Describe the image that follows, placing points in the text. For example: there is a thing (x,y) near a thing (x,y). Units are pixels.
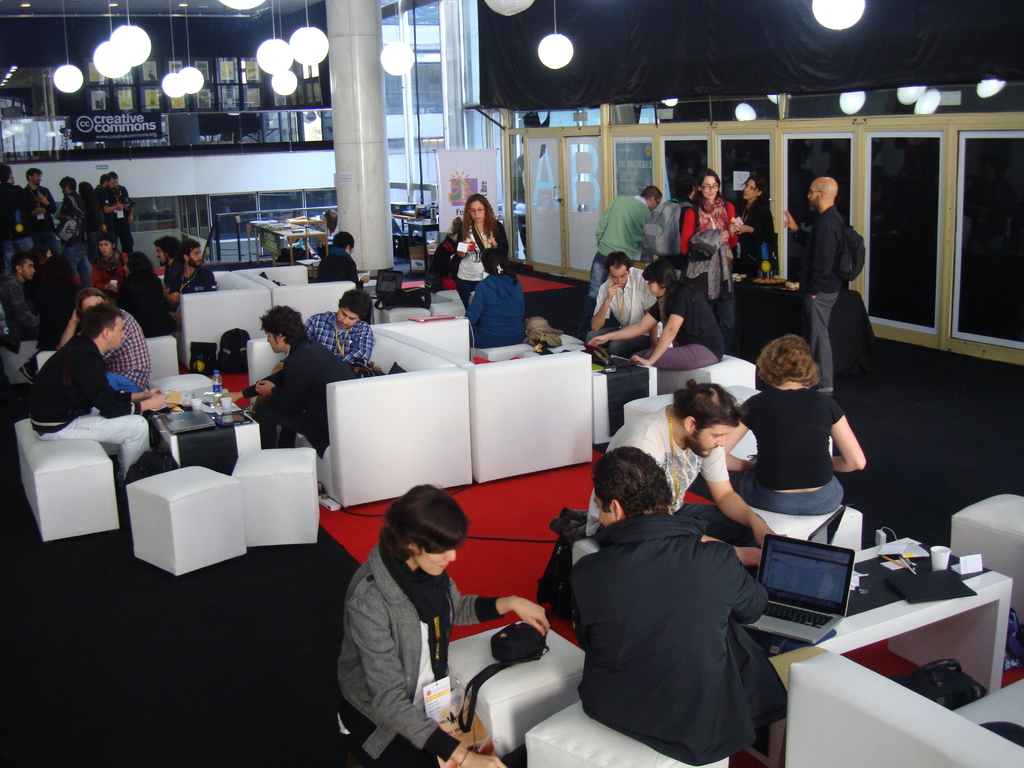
In this picture we can see a group of people (71,302) some are sitting on chair (483,708) and some are standing and on table (928,563) we can see laptop (835,576), glass (938,551), files (915,544), bottle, bags (199,365) and in background (135,159) we can see lights (282,50), pillar (341,7), banner (487,185), wall (44,59).
